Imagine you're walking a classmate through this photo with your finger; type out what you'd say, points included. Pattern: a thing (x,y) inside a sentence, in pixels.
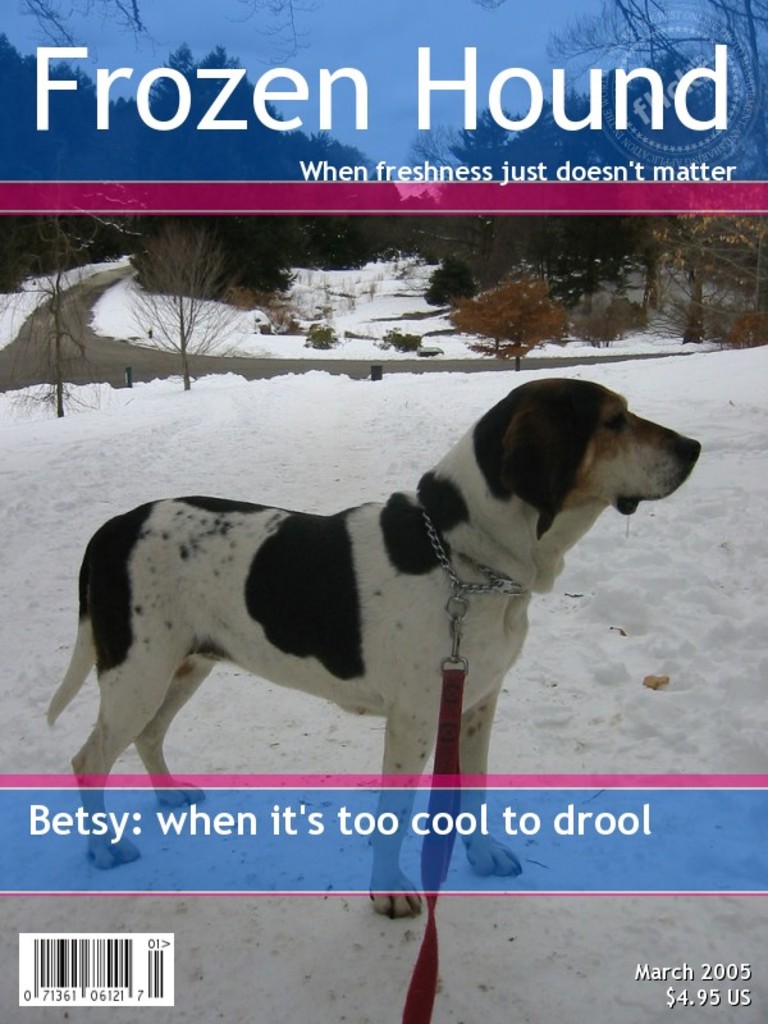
This is a poster. In this image there is a dog (479,842) standing. At the back (377,240) there are trees (393,220) and there is a road (103,359). At the top (312,81) there is sky (350,56). At the bottom (387,933) there is snow (277,442). At the top (573,125) there is a text (600,121). At the bottom (416,817) there is a text (380,815) and there is a bar code (34,981).
